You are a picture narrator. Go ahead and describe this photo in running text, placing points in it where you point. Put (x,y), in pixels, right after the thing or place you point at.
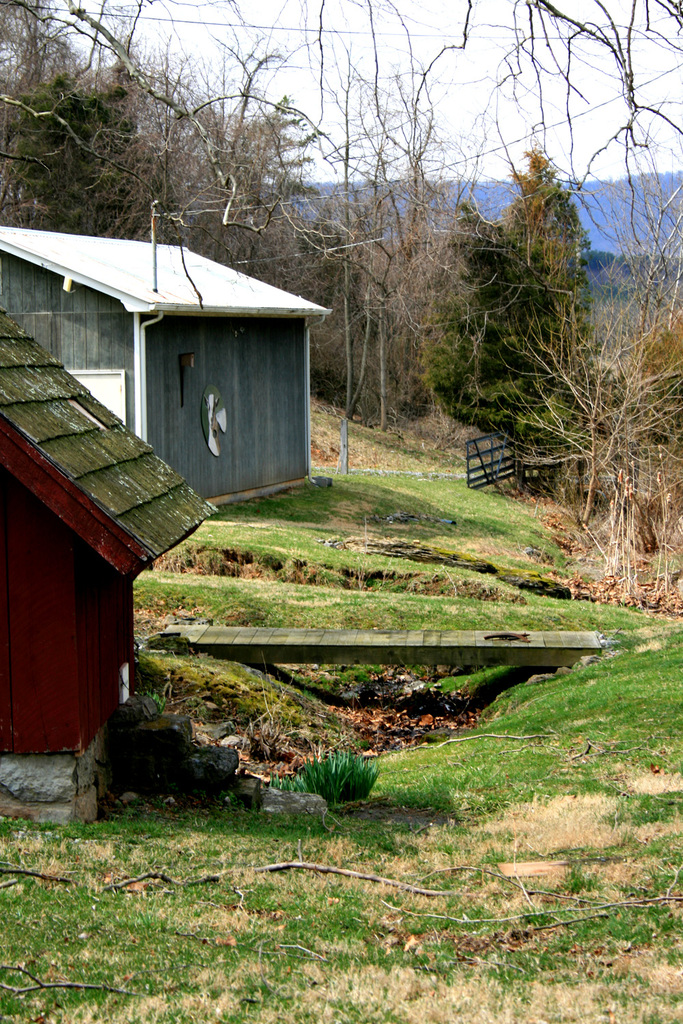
At the bottom of the image (56,836) there is grass (18,1018), on the left side of the image (15,266) there are two sheds (231,395). Behind the sheds (225,472) there are some trees (236,123) and poles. At the top of the image (496,56) there is sky (655,56).
